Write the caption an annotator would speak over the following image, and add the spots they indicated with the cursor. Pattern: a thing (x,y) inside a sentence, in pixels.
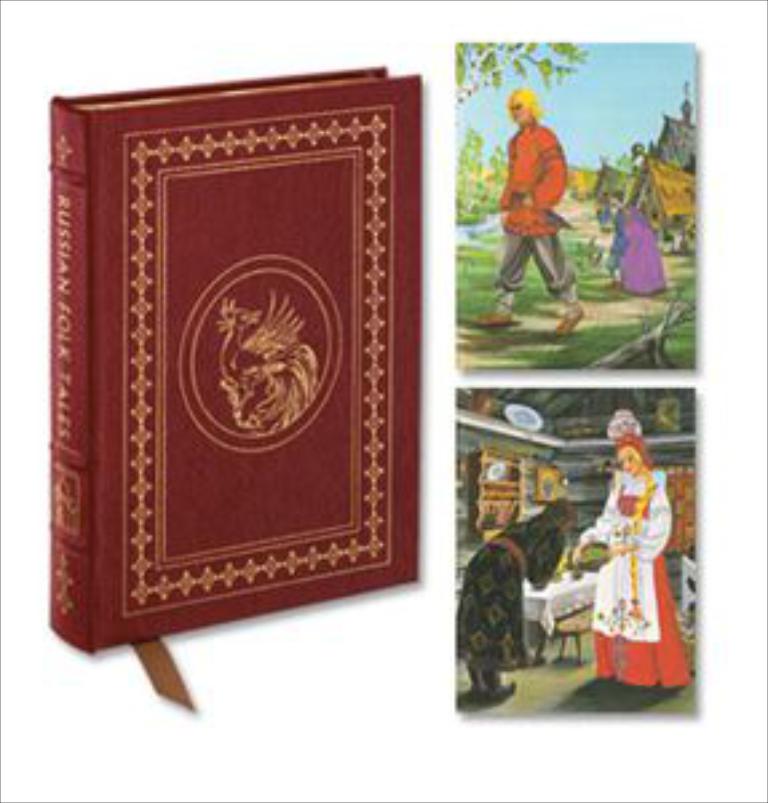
In this image we can see the picture (158,534) of a book (206,487). We can also see some people (617,554), grass (591,271), trees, buildings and the sky (575,160).
